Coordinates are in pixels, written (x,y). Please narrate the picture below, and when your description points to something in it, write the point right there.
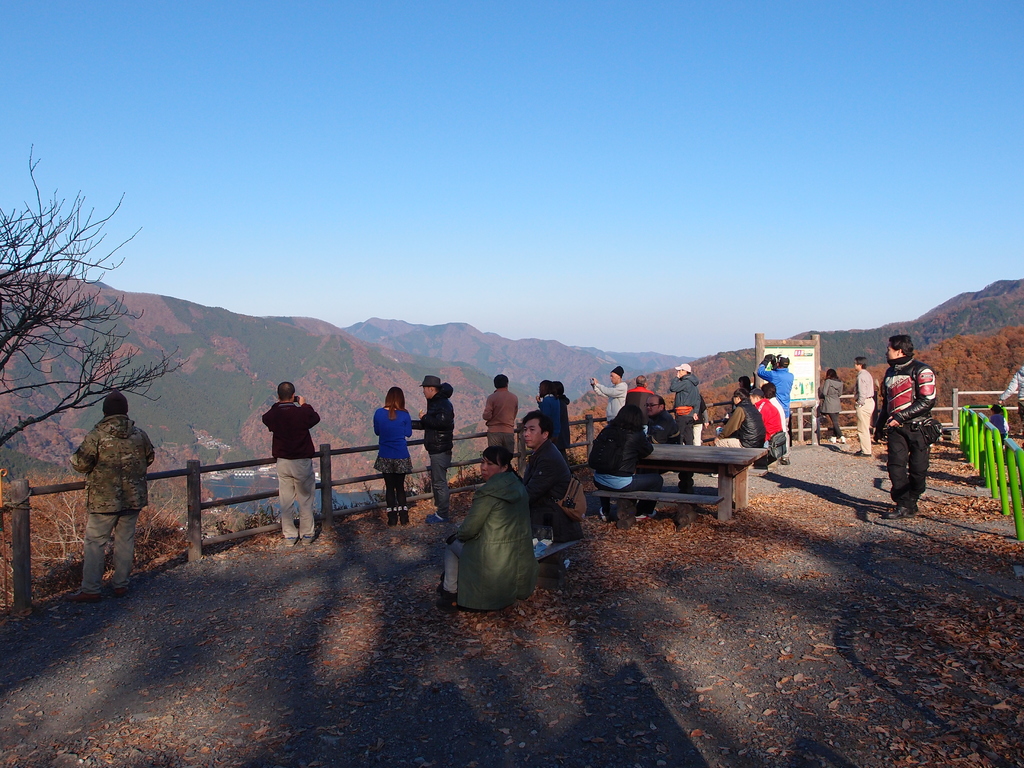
In this image I can see the group of people (827,396) standing and two people (545,468) are sitting on the bench (709,498). There is a table (686,458) in front of them. One person (631,486) is wearing the bag (572,500). I can see a railing (485,464) and a board (813,345) in front of the standing people (759,378). To the right (974,457) there is a green color railing (974,457). In the back (374,328) there are mountains (356,342) and the sky (601,147).
